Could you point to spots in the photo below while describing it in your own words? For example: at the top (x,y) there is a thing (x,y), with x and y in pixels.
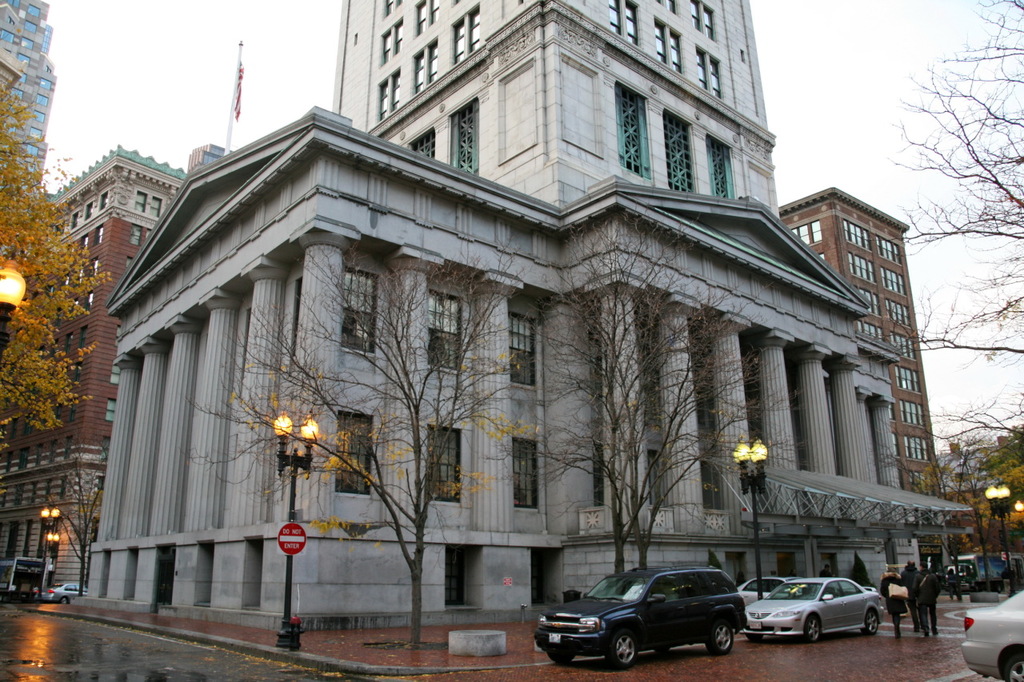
In this picture we can see buildings (749,432) and glass windows (864,243). Above this building (225,205) there is a flag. In-front of this building (597,308) there are trees (46,248), vehicles (792,614), people (932,583) and light poles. On this light pole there is a signboard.
